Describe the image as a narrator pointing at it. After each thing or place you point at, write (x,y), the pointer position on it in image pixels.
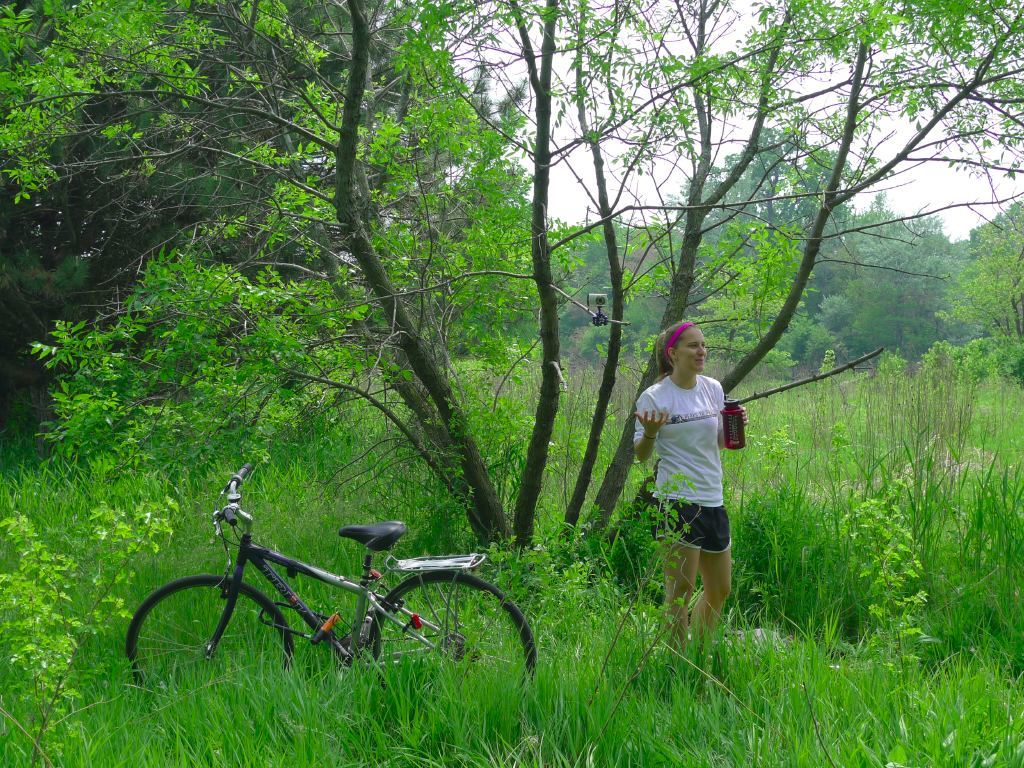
In the foreground of this image (674,499), there is a woman (681,554) standing and holding a bottle (730,437) on the grass (728,451) and there is a bicycle (500,602). In the background (555,233), there are trees (888,254), grass (878,447), plants (878,564) and the sky (562,205).
